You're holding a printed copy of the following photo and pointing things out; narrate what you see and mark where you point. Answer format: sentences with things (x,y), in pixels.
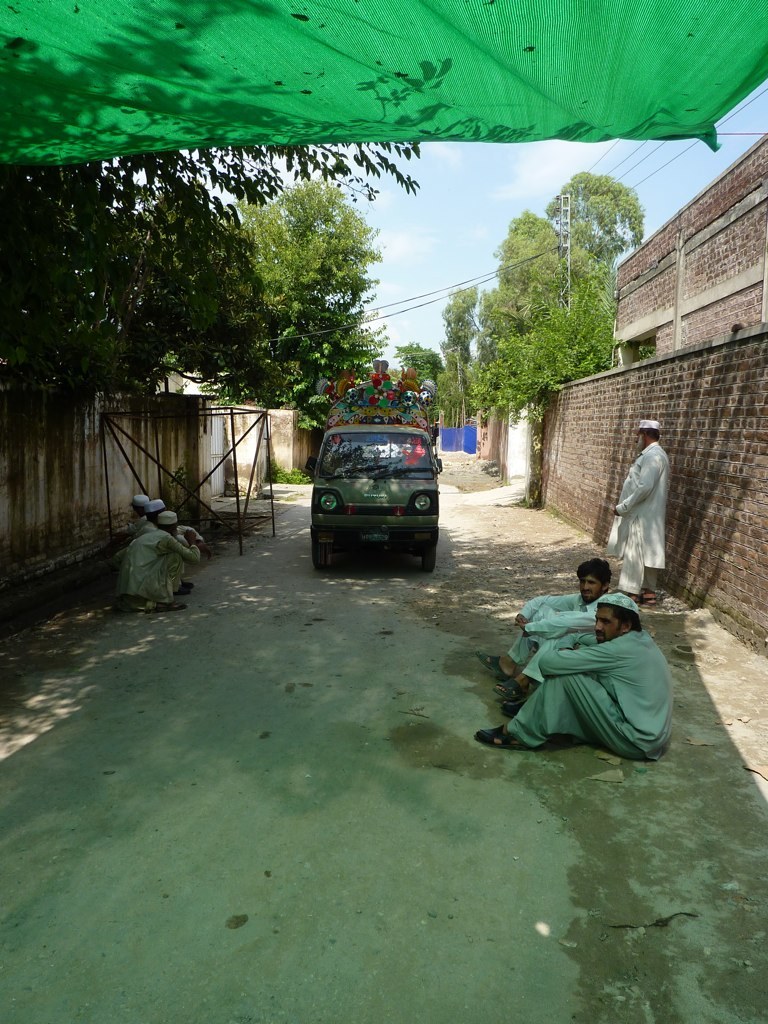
In this picture there is a road (444,674) in the center (409,615). On the road (412,782) there is a vehicle (321,454) which is in grey in color. On either side of the road (671,664) there are people (620,626) sitting beside the road (338,601). On the top (617,67) there is a net (512,115). Towards the left (154,398) and right there were buildings (714,261) and trees (114,249).
